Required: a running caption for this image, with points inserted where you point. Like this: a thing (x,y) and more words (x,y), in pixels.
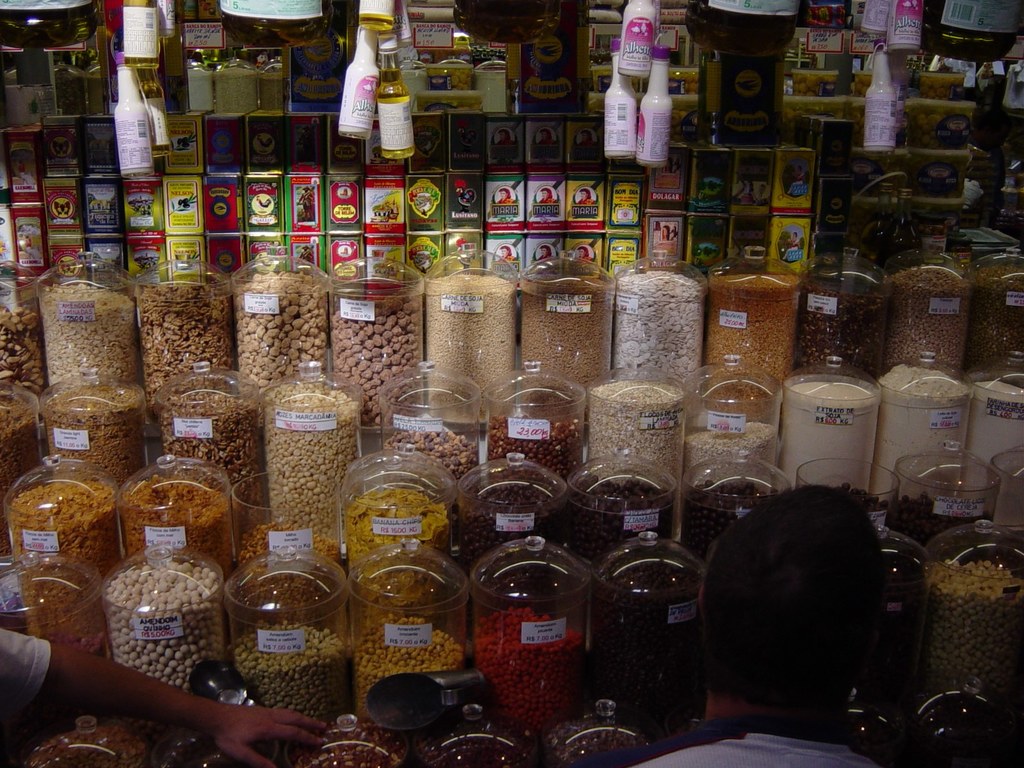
There are two persons (58,689). We can see group of jars (502,383) contain different types of food items (454,467), behind these jars (435,299) we can see group of bottles (932,38).
